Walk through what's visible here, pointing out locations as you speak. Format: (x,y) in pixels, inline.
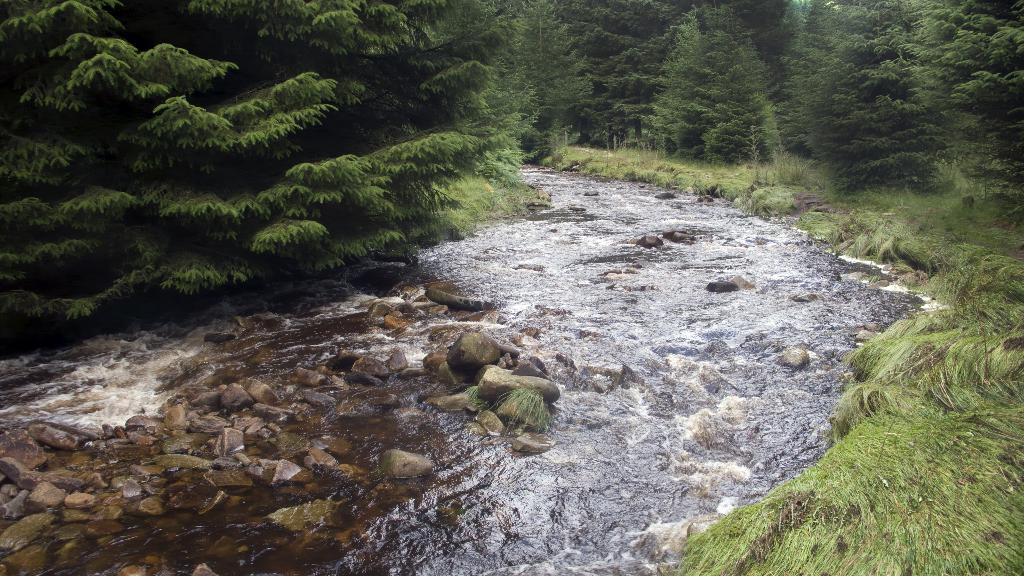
In this image we can see water (391,380), stones (360,380), few trees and grass (962,389).
